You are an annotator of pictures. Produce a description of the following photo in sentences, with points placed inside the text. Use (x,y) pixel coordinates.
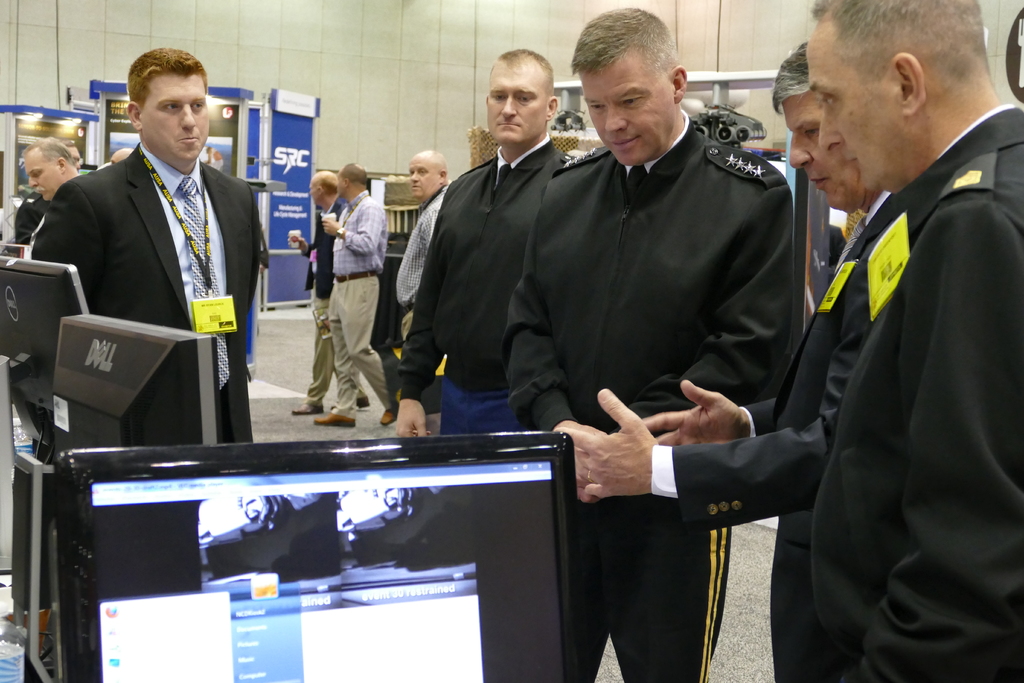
In this image I can see at the bottom (223,573) there are computer monitors (431,530), on the right side (847,128) four men (629,276) are standing, they wore black color coats (982,280), ties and white color shirts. On the left side (200,266) there is a man (252,245) standing and listening to them, in the middle (378,238) few people (340,249) are walking.
